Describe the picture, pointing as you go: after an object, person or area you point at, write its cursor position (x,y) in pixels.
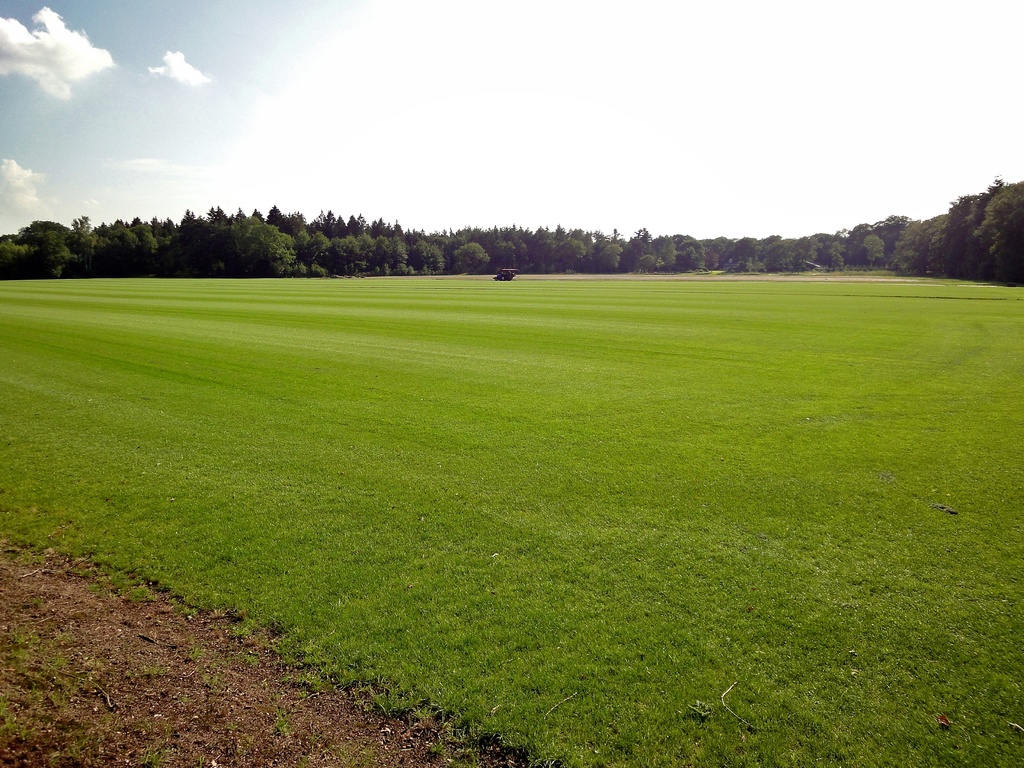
In the image there is a grassland (338,386) in the front (338,386) and behind there are trees (718,260) all over the place and above its sky (295,88) with clouds (78,61).
